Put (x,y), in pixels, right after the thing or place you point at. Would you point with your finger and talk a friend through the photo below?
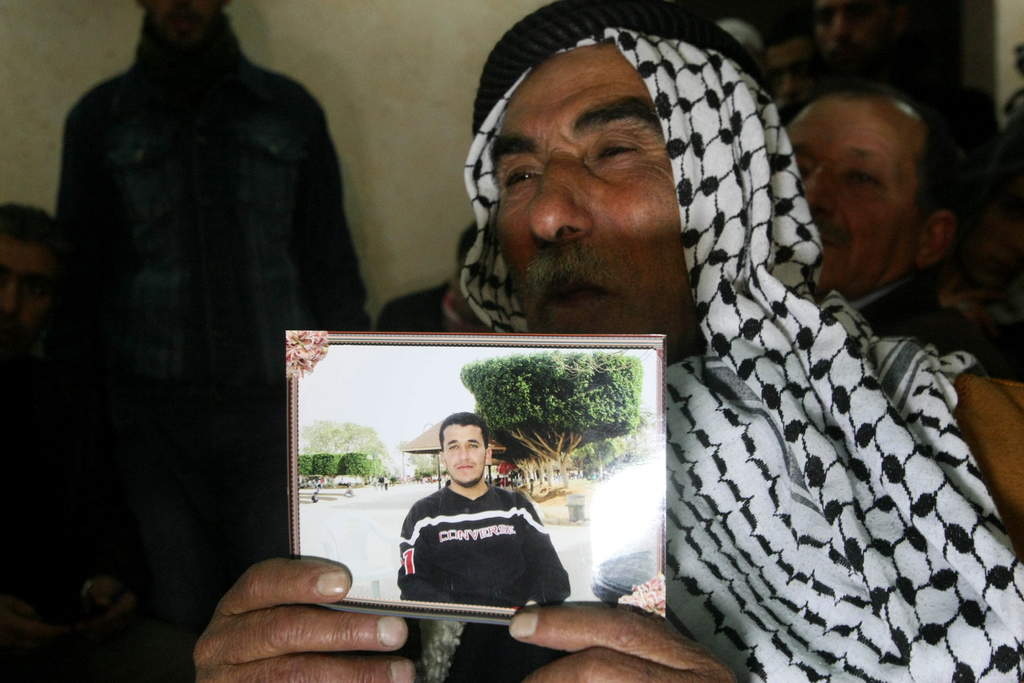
In this picture we can see a man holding a frame (337,553) in his hand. In this frame (405,545), we can see a person (407,552), few trees (567,408) and a shed (493,462) is visible in the background (417,452). There are a few people (183,412) visible at the back (324,193). We can see a wall (396,86) in the background (401,91).
